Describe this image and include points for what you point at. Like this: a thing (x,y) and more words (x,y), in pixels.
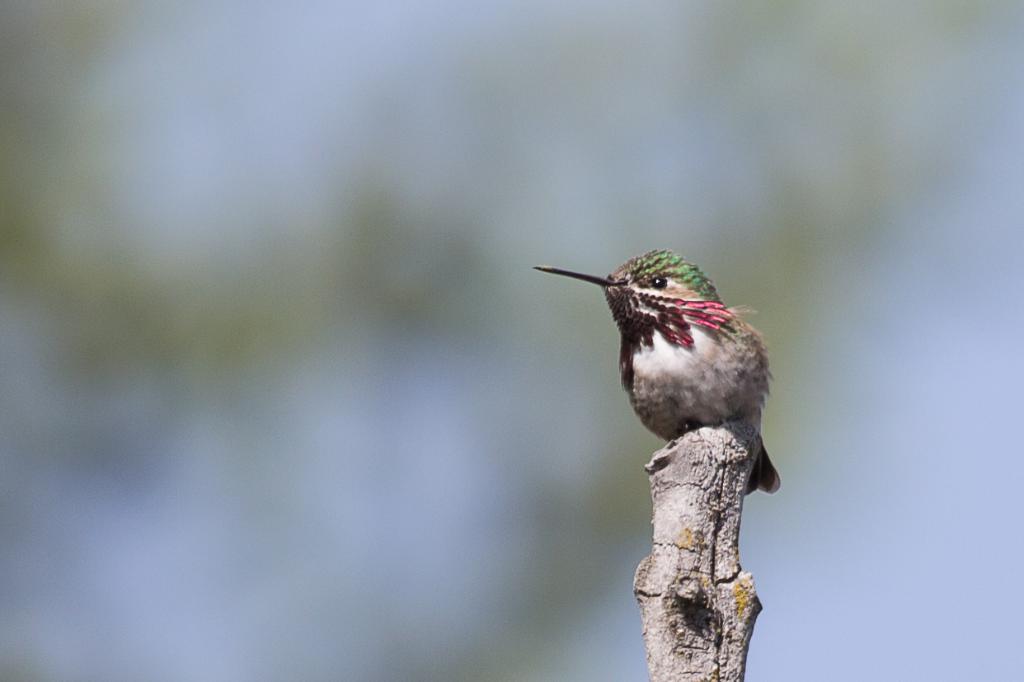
In this picture there is a bird (629,354) on the wood (681,497). In the back (173,254) I can see blur image.
